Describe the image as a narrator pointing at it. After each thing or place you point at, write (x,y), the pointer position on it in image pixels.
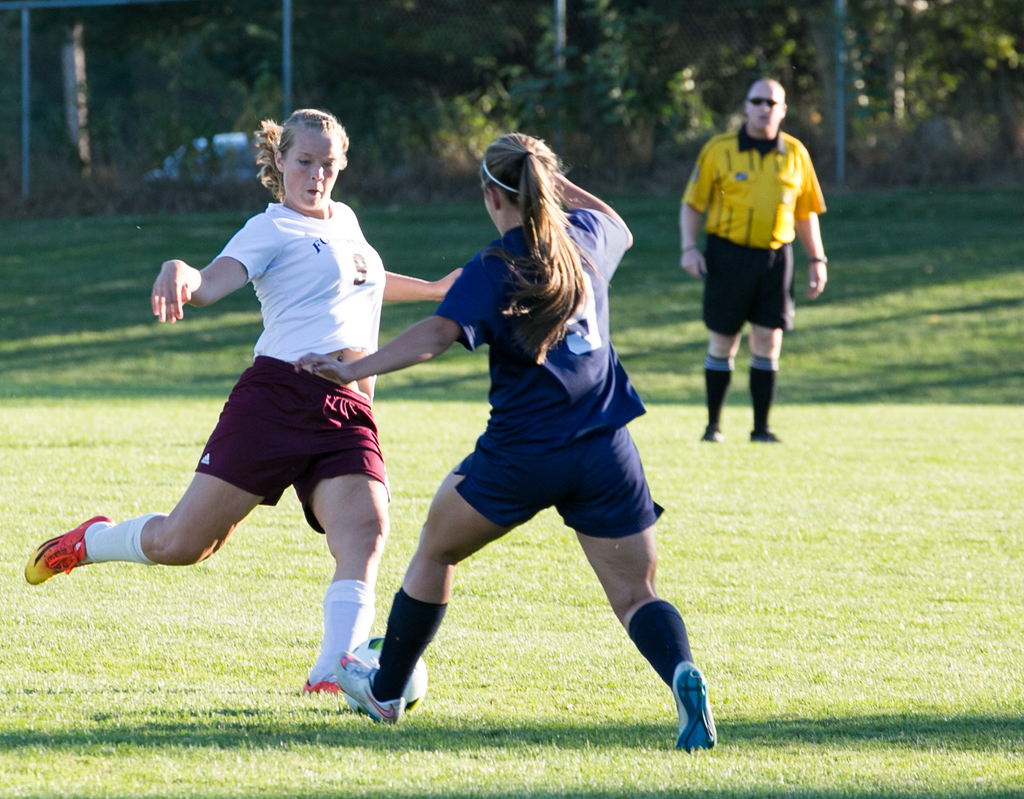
there are female players (663,618) running on a ground (819,459) behind them there is a man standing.
